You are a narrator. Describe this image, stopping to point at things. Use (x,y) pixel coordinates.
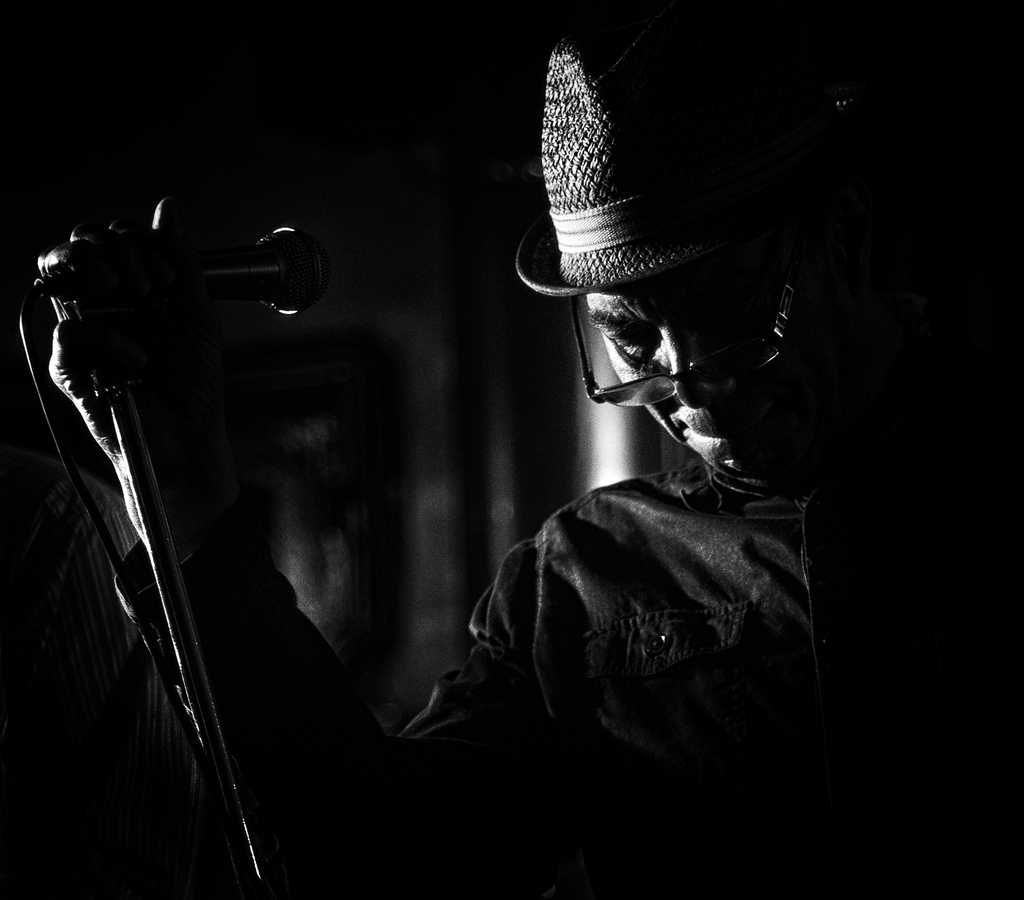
Black and white picture. This person (705,510) wore a hat (633,274), spectacles (721,376) and holding a mic (295,284). Background (444,479) it is dark.
